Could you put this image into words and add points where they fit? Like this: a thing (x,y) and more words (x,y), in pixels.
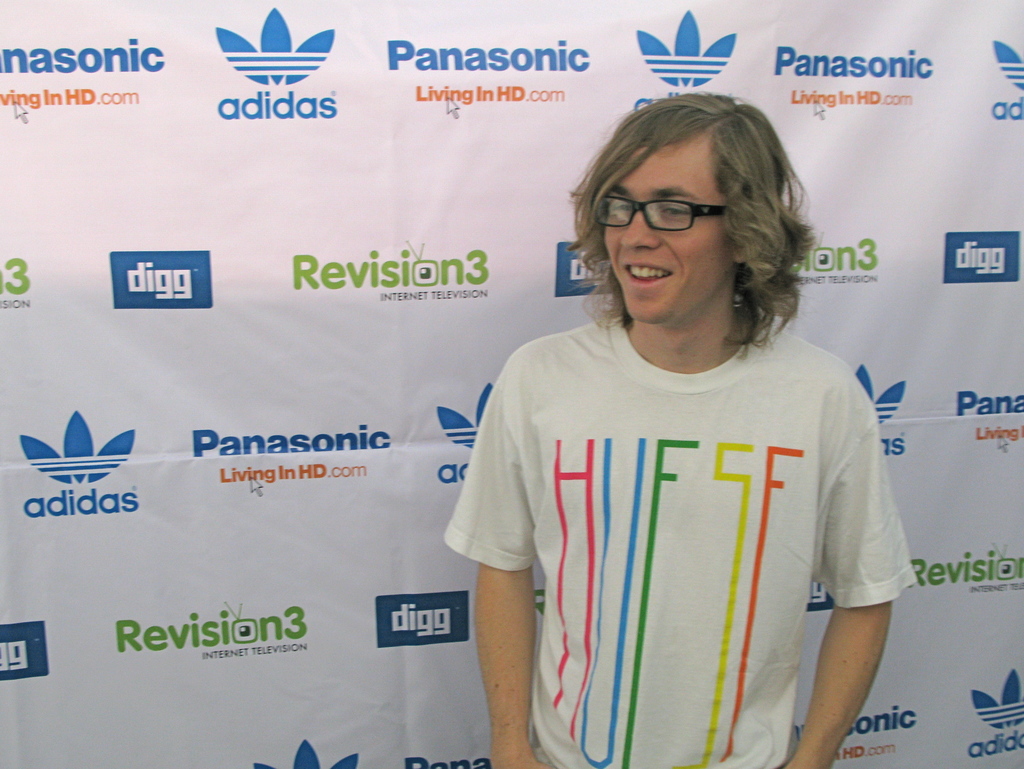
The man (585,520) in the middle of the picture (550,442) wearing white t-shirt (649,513) and spectacles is standing and he is smiling. Behind him, we see a white banner (216,260) on which logos (400,42) and names of the companies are written.
